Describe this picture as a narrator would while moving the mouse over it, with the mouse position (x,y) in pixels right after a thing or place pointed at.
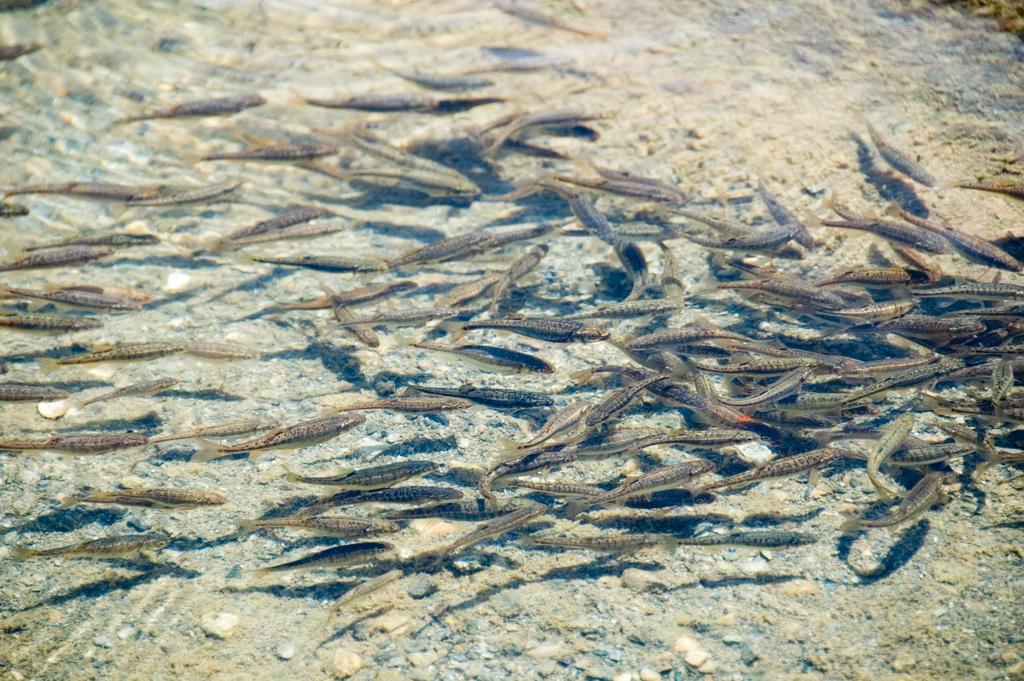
In this image there are fishes (614,187) in water (221,599).
